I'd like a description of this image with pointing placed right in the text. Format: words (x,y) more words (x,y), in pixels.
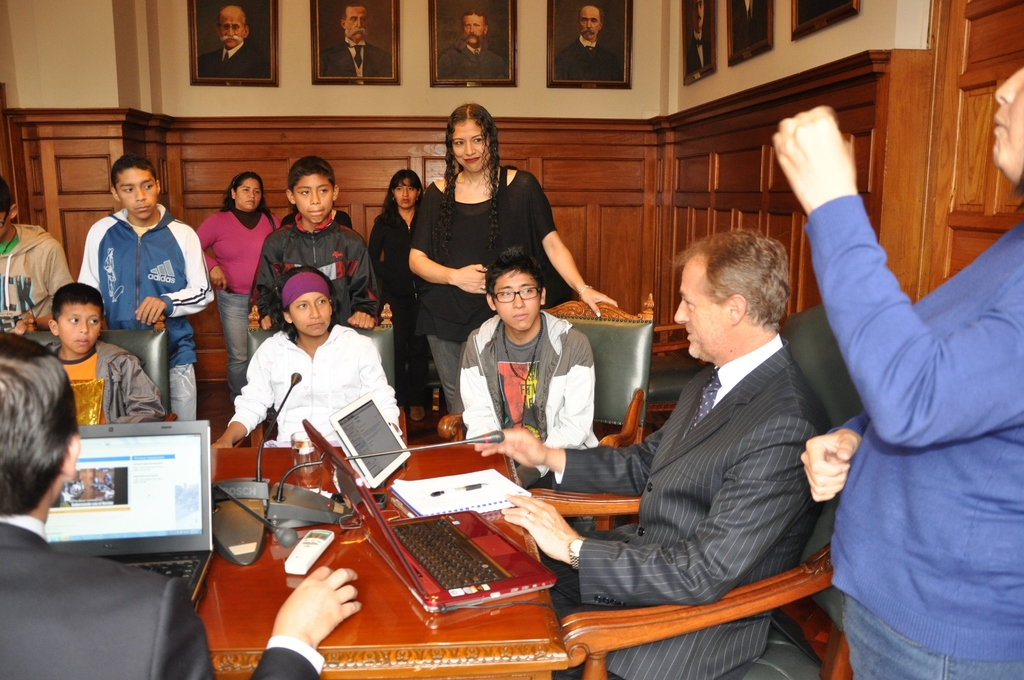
In this image I can see a few people (449,360) standing and few people (682,492) sitting on the chair (553,496). In front (251,498) I can laptops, glass (307,436), book (484,493), pen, mics (255,530) and remote (308,554) on the brown color table (363,612). Back Side I can few frames (435,65) are attached to the wall (65,46).
